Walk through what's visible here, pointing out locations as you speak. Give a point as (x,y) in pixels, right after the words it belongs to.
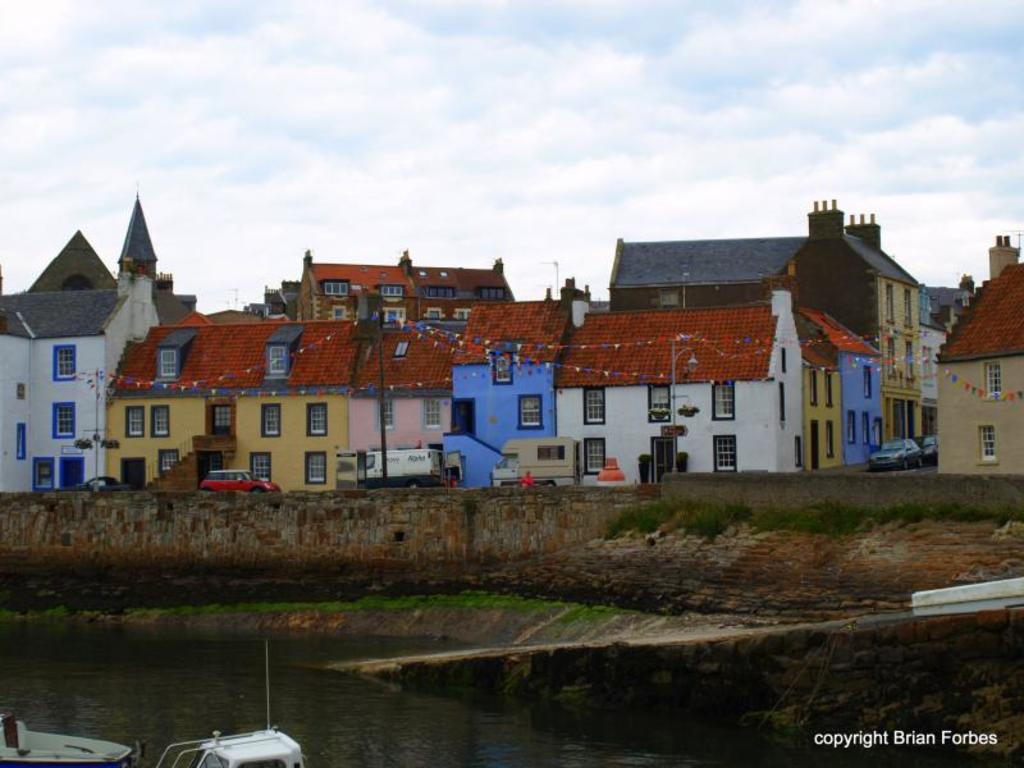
In the image there are two small boats (19,742) in the pond (402,703) and behind there are many homes (495,361) with vehicles (934,445) going in front of it on the road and above its sky (520,125) with clouds (264,99).
